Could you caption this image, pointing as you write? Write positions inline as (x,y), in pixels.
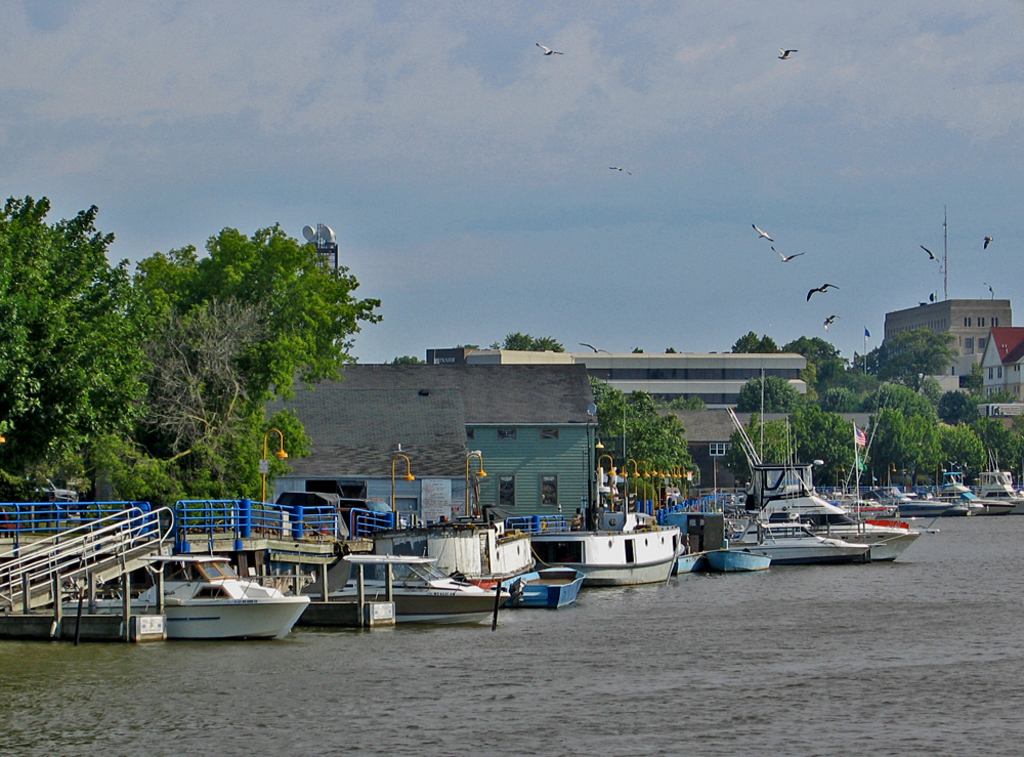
In this image we can see few boats (767,533) on the water (712,666), there is an iron railing (300,526) and lights (611,474) on the bridge (244,544) and there are few trees (644,410) and buildings (733,396) on the left side (313,461) and there are few birds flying in the sky (660,153).
